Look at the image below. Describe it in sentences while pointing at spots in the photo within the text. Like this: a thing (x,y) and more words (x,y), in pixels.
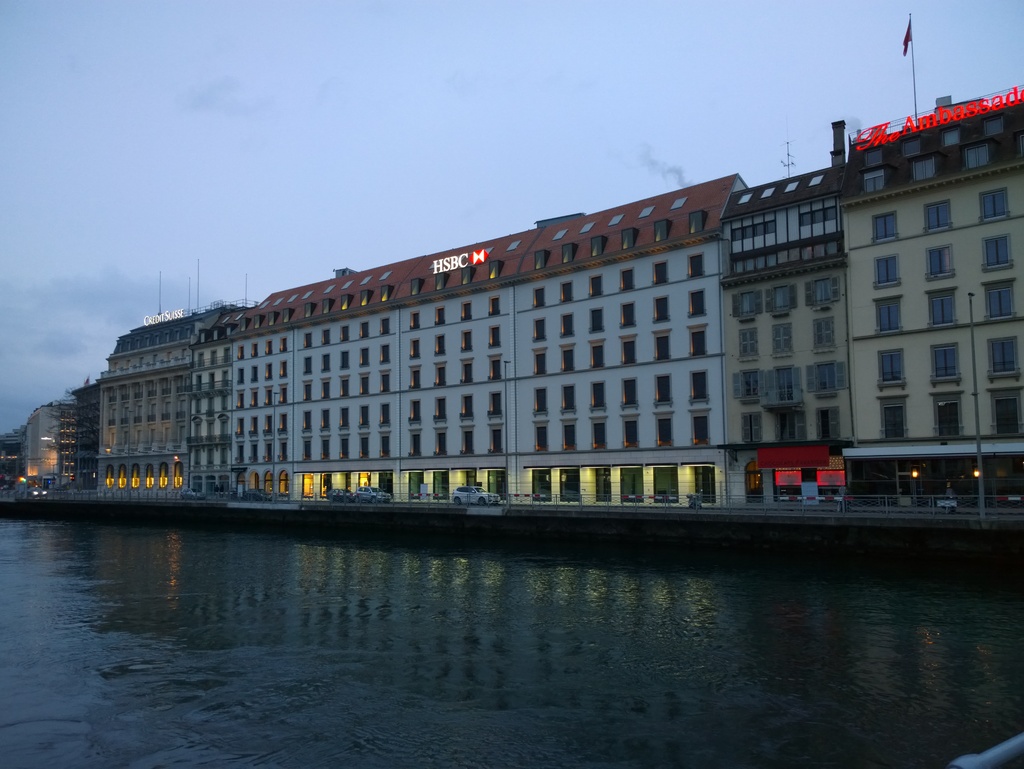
In this image we can see building (572,315), name boards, flag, flag post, sky (863,92) with clouds (745,110) and water (223,638).
